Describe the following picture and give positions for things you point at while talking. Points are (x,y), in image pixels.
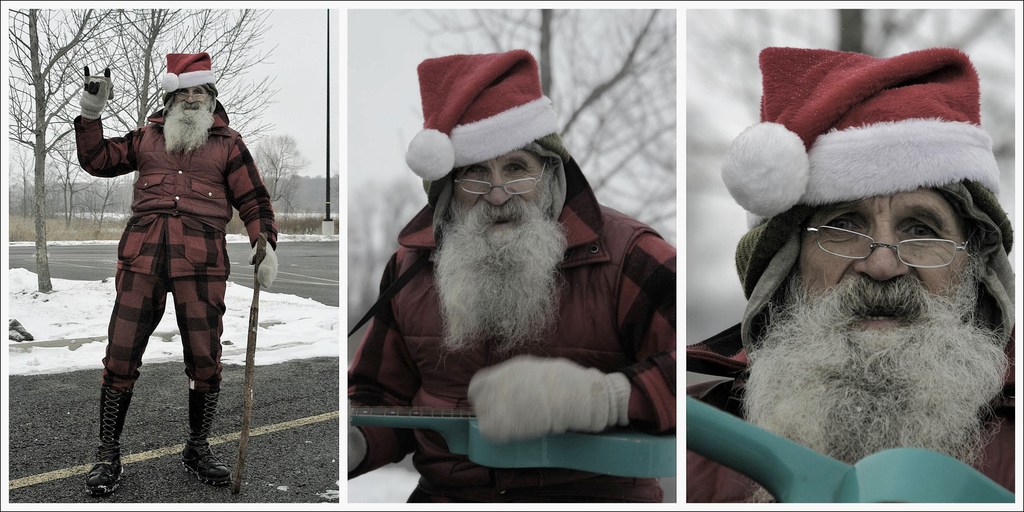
The image is collage of three pictures. In this picture we can see an old man (659,246). On the left (207,211) image there is a person (157,187) standing. In the background (166,40) there are trees (44,159), snow (67,300), road (51,255), grass (87,229) and sky (291,82). In the middle (421,291) there is a person (522,435) holding guitar (471,435). The background (590,89) is blurred. On the right (804,65) the person (827,405) is holding an object (897,465). The background (720,224) is blurred.
